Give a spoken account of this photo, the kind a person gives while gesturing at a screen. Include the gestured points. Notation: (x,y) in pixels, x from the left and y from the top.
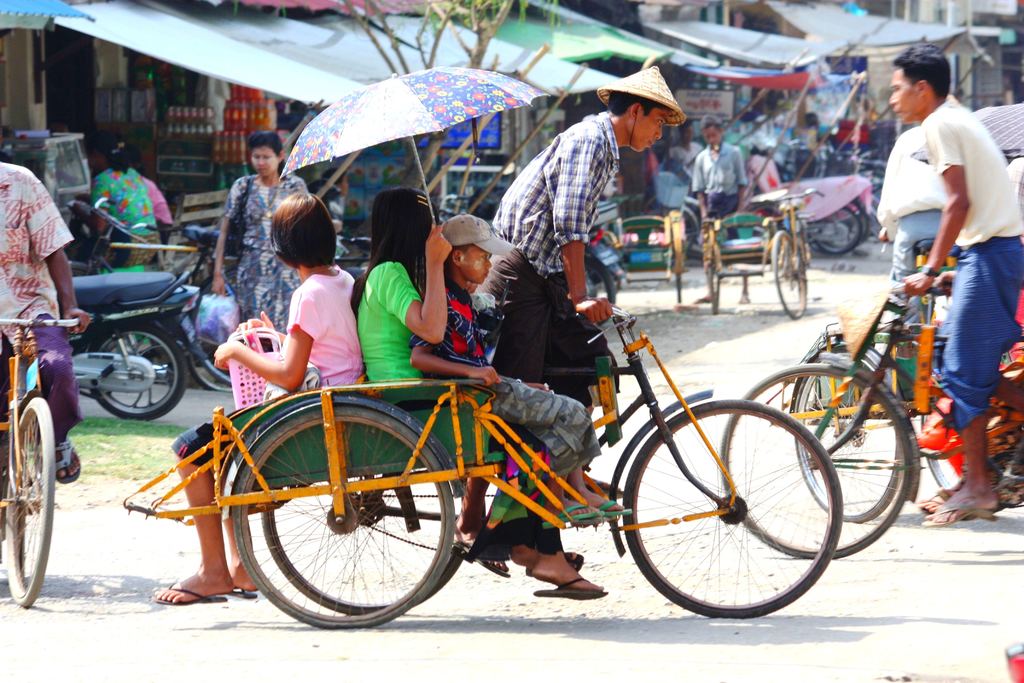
In this image I can see the group of people (56,271) riding the bicycle (618,313). And the people (356,280) sitting at the back of them. One person (379,285) is holding the umbrella (409,112). In the back (264,72) there are some shops (296,74), vehicles (147,311) and few people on the road (761,353).
